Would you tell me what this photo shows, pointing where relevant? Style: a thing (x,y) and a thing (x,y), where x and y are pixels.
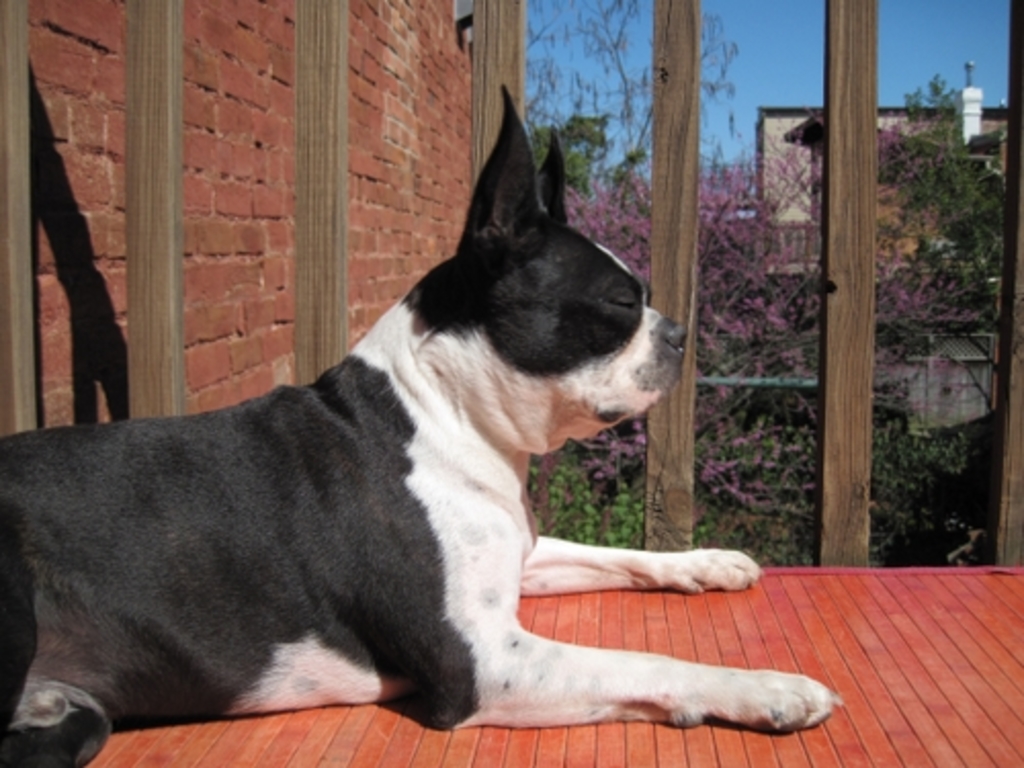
In the center of the image (415,411) there is a dog (463,617) on the wooden surface (857,659). In the background of the image (666,113) there is a wooden fencing (487,52). There is a wall (456,204). There are trees (758,233). At the top of the image (762,62) there is sky (732,49).
